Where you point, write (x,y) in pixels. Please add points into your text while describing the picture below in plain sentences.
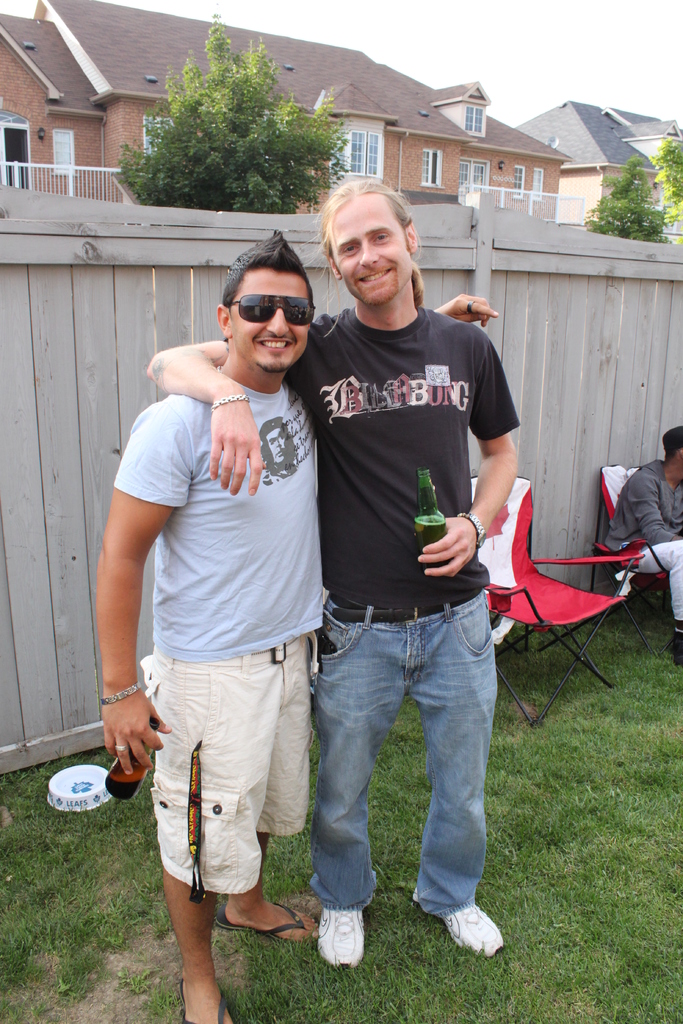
In the foreground (229,899) I can see two persons (221,882) are standing on the grass (260,988) and are holding a bottle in hand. In the background (10,738) I can see a person (673,582) is sitting on a chair (602,551), fence (567,365), trees (252,132), houses (371,106) and the sky (531,59). This image is taken may be on the ground (421,772).
